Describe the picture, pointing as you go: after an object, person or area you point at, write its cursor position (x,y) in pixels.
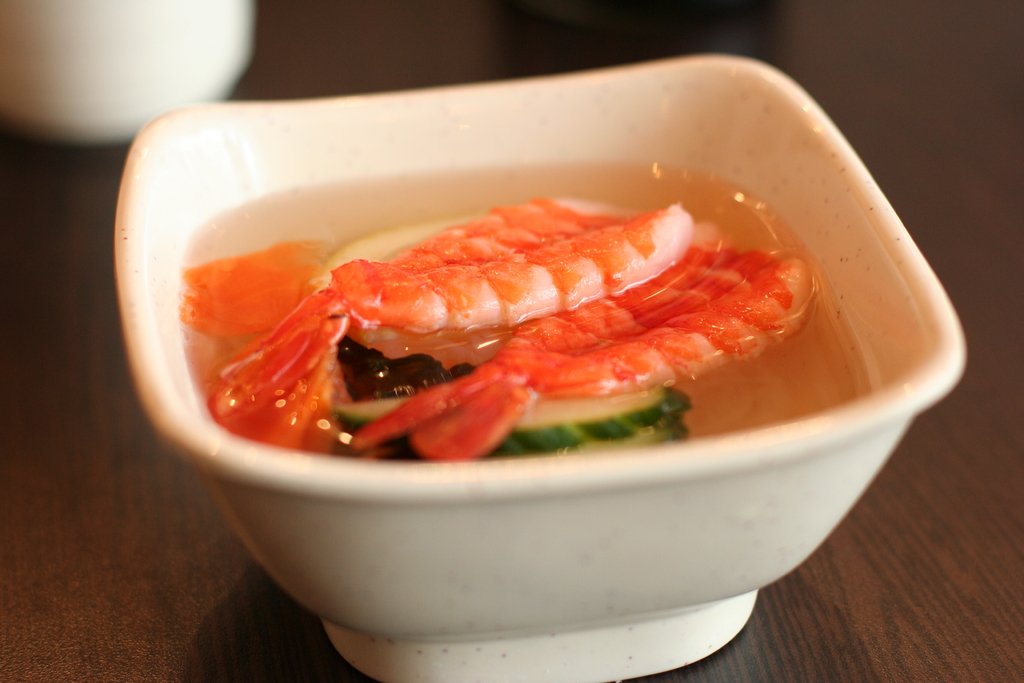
In this image there is a table (275,36), on that table (104,391) there is a bowl (219,150), in that bowl (193,190) there is soup (604,307), in the background (67,58) it is blurred.
